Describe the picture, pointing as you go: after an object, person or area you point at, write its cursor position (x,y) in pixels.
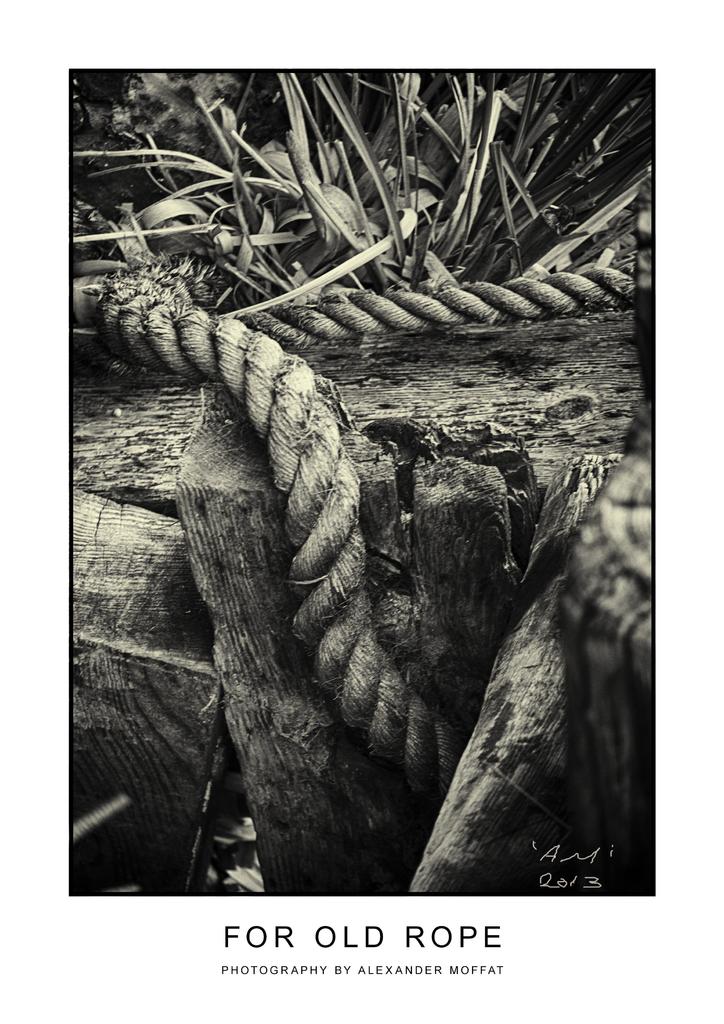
This is a black and white image. In this there are ropes (314,375), wooden logs (333,371). In the back (356,198) there is a plant (385,257). And something is written below the image.
